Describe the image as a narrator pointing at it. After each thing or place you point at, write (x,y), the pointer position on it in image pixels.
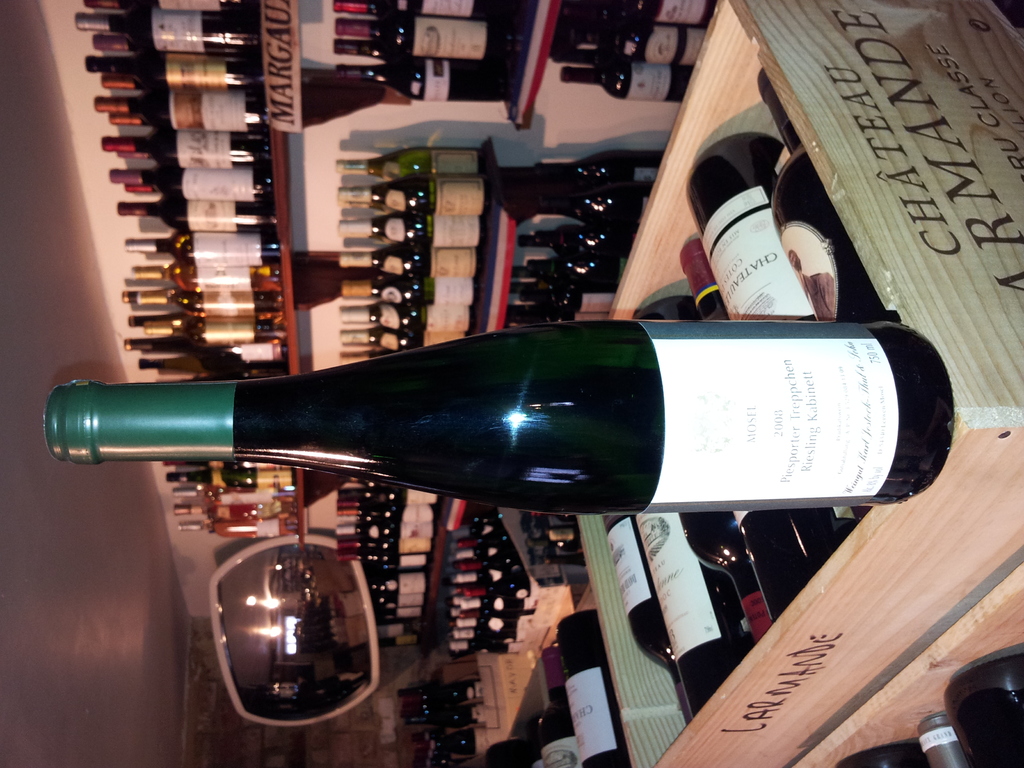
In the foreground (540,370), I can see liquor bottles (775,314) in wooden boxes (520,637) and in shelves (639,202). In the background (239,713), I can see a wall (245,724), mirror (265,699) and some objects (501,283). This image taken, maybe in a shop (436,634).
